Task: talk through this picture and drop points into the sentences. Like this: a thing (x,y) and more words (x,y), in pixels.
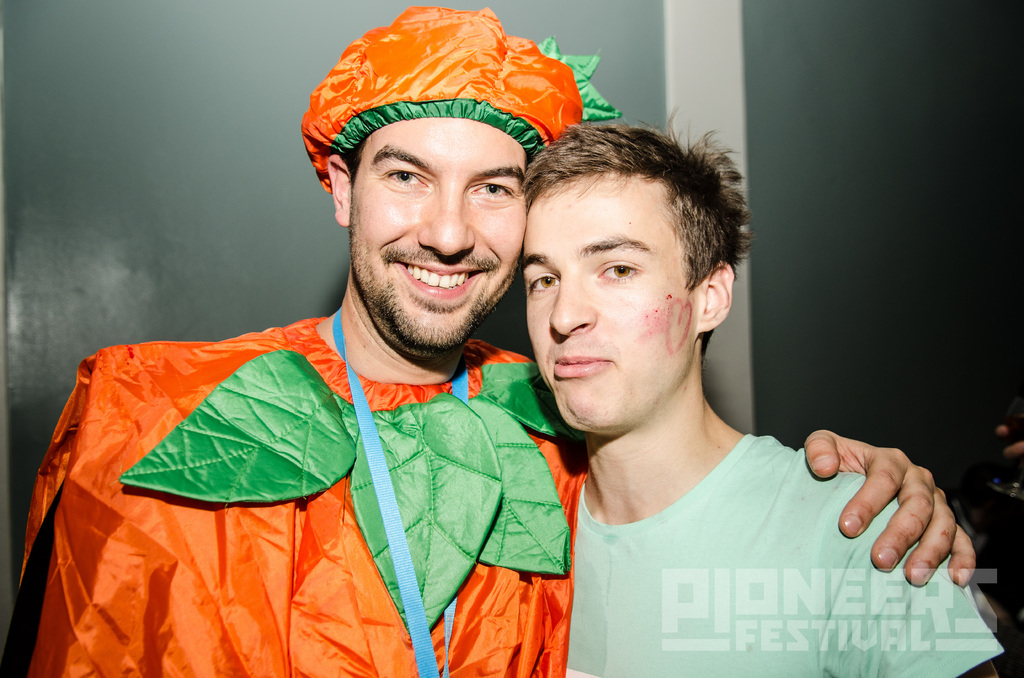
In this image, there are a few people (350,111). Among them, we can see a person (375,336) wearing a costume (473,54). In the background (218,285), we can see the wall (200,267). We can also see some text (726,582) on the bottom right (724,600).
